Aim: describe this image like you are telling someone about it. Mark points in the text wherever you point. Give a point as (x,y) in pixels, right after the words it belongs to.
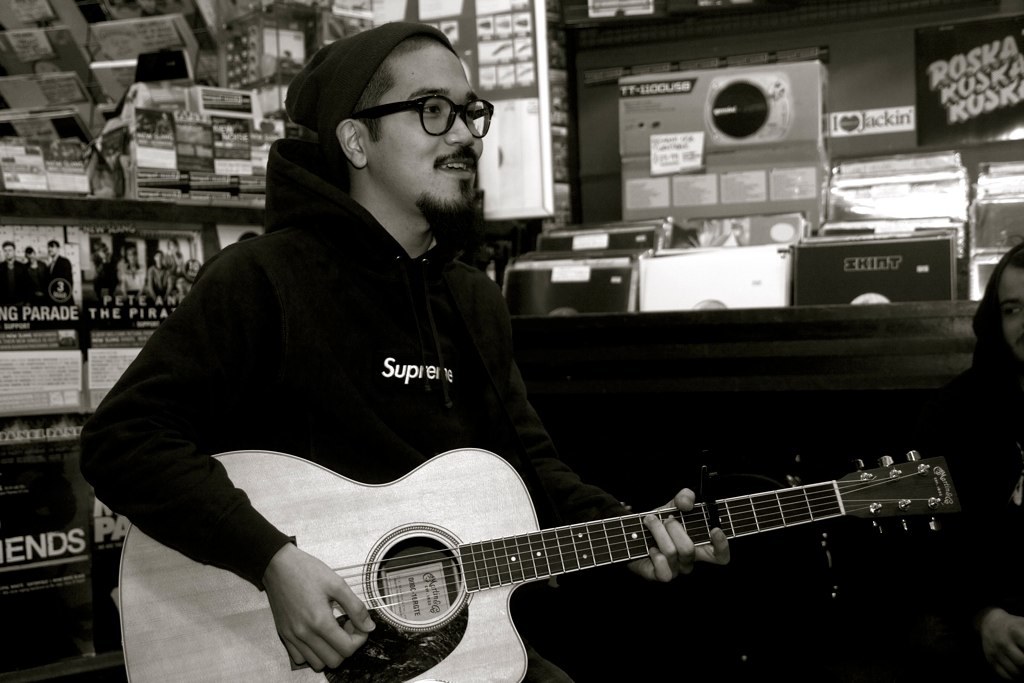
This person (324,440) playing guitar (482,477) and wear cap (351,96) and glasses (463,108), this person (437,95) sitting. On the background (968,99) we can see posters (17,550), wall (877,35).
